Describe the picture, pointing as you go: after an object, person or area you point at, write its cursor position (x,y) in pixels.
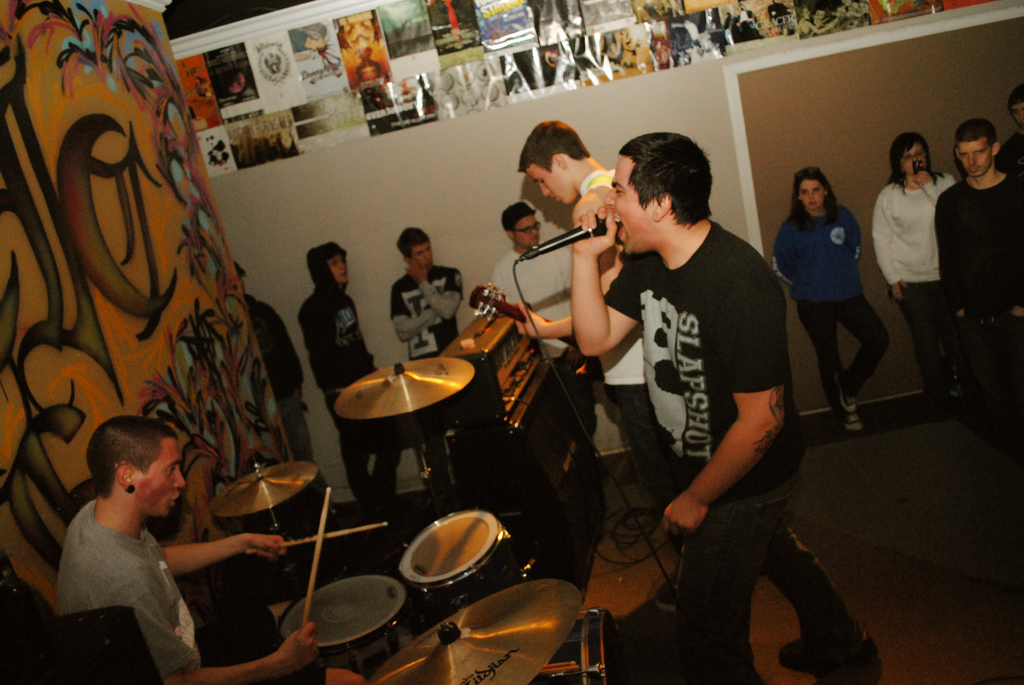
In the center of the image (645,326) two persons (663,312) are standing, one person (634,242) is holding a mic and another person (627,340) is holding a guitar (506,306). On the left side of the image (141,579) a person (135,563) is sitting and playing drums (374,615). On the left side of the image (101,217) wall (114,250) is there. On the wall (153,279) a graffiti (165,250) is present. In the center of the image (532,239) some persons (805,251) are there. At the bottom of the image (899,585) floor (914,558) is there. At the top of the image (510,76) poster (553,82) is present.
